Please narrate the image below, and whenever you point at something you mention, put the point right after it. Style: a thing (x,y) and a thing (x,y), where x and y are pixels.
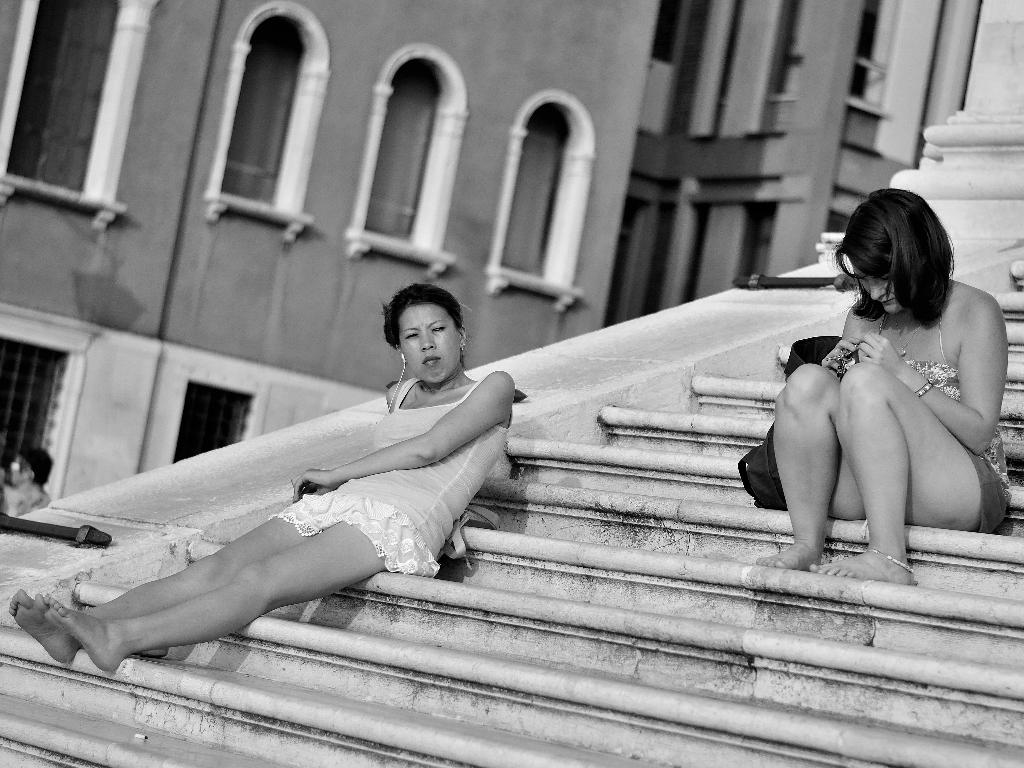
In this image there is a person (29,458) on the left corner (38,475). There is a person (885,453) sitting on the right corner (915,437). There is a person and there are steps (538,537) in the foreground (452,498). There are buildings (509,28) in the background (402,156).
